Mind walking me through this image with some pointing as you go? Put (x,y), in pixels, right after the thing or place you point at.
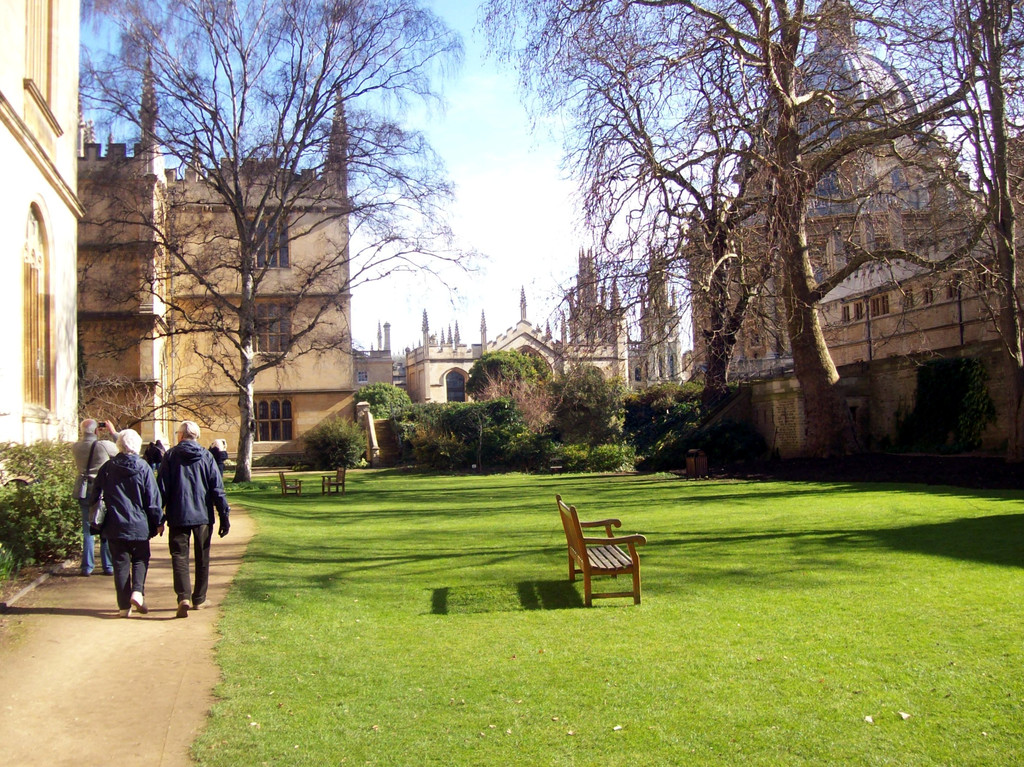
In this image we can see some people (185,491) standing on a pathway (118,664). In that a man (99,451) is holding a device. We can also see a bench (628,567) and some chairs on the ground (477,648), some grass (662,726), plants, a group of trees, buildings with windows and the sky (467,330) which looks cloudy.
